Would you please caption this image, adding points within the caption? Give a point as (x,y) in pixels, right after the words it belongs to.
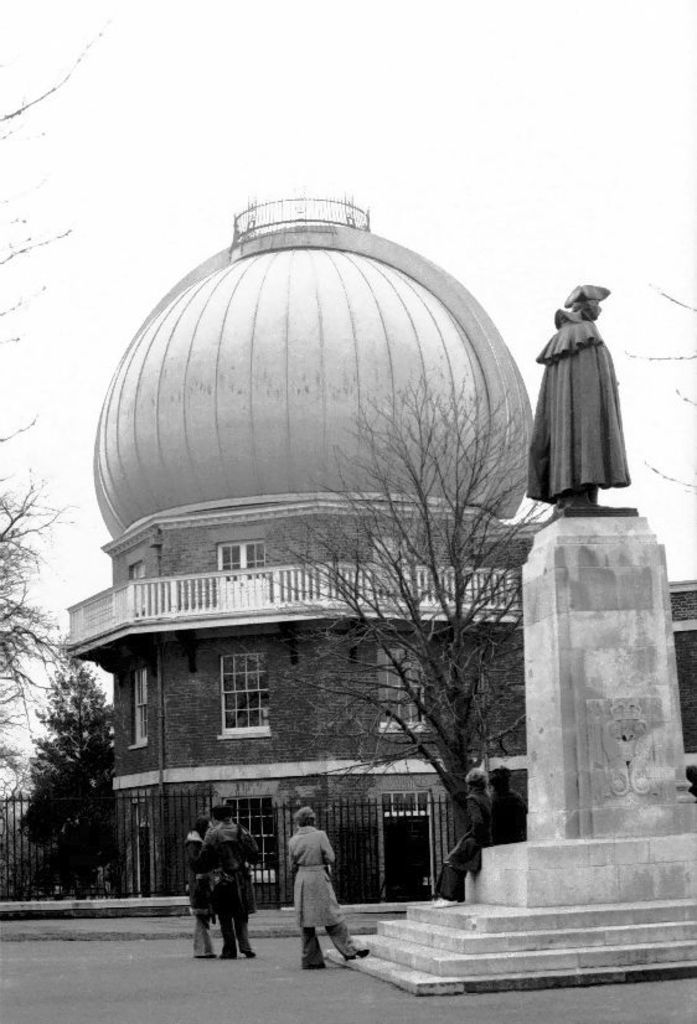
This is a black and white image. In this image we can see a building (512,550) with windows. We can also see a statue (611,710), a group of people (325,885), some trees (455,705), a fence (403,869) and the sky (109,360).
